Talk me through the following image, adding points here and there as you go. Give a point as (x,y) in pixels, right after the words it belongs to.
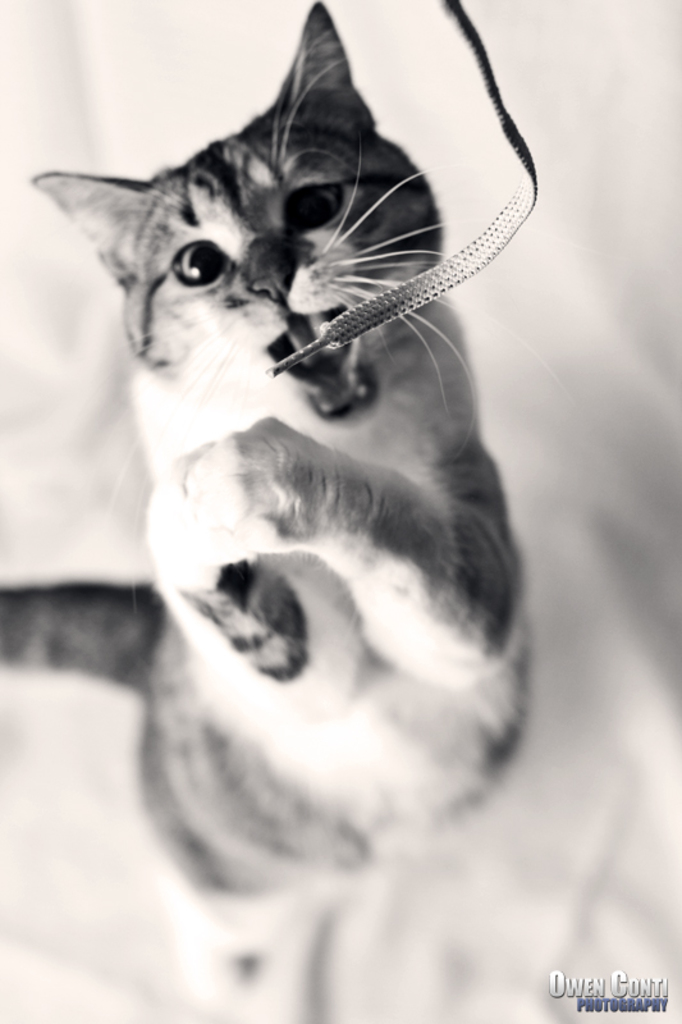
This is a black and white image and here we can see a cat (234,199) and there is a shoe lace (487,239). At the bottom (614,975), there is some text (588,1003).
